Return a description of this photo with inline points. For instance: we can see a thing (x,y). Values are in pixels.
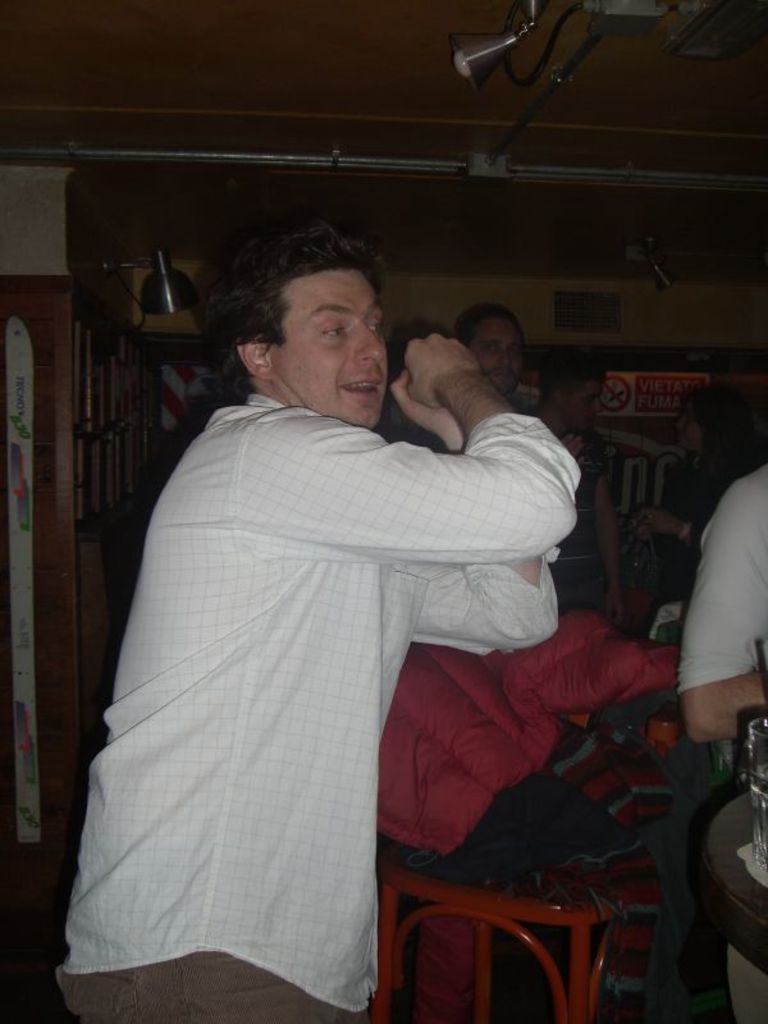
In this image, there are a few people (730,649). We can also see some clothes (628,896) on the wooden object (380,943). In the background (69,857), we can see the wall (641,343) with some wood (723,364). We can also see a board (607,402) with some text (654,389). We can see the roof (401,86) with some objects (468,55) attached to it.
